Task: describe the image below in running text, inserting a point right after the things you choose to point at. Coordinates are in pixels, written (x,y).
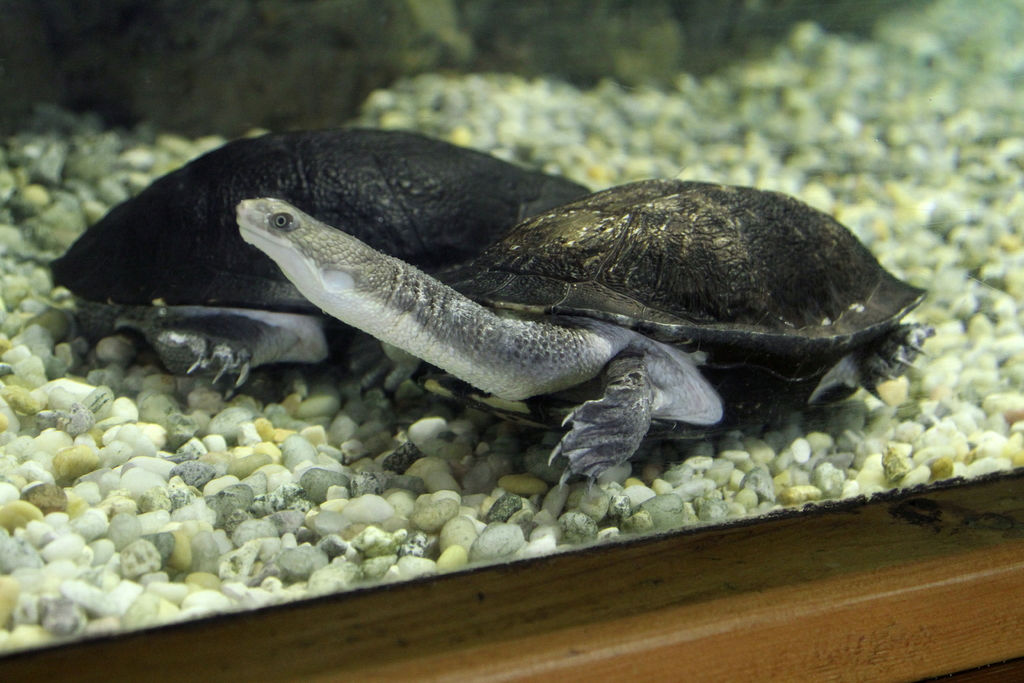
In this image there is an aquarium (185,44) with water (403,76), aquarium stones (266,531) and two turtles (427,266) in it. The aquarium (100,93) is placed on the wooden table (707,610).
